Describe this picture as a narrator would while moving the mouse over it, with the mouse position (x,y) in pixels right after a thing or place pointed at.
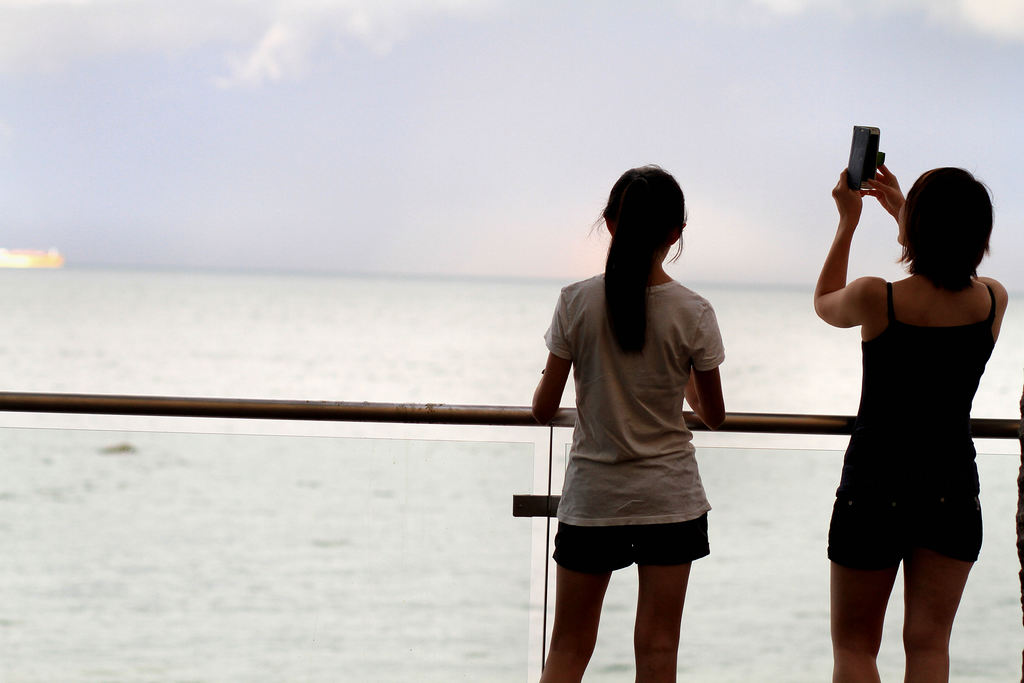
In this picture we can observe two women (657,462) standing. In front of them there is a railing (303,517). One of the woman (925,273) is holding a mobile (854,159) in her hand (848,214). In the background (58,337) there is an ocean (384,307) and a sky (444,116) with some clouds (423,82).
